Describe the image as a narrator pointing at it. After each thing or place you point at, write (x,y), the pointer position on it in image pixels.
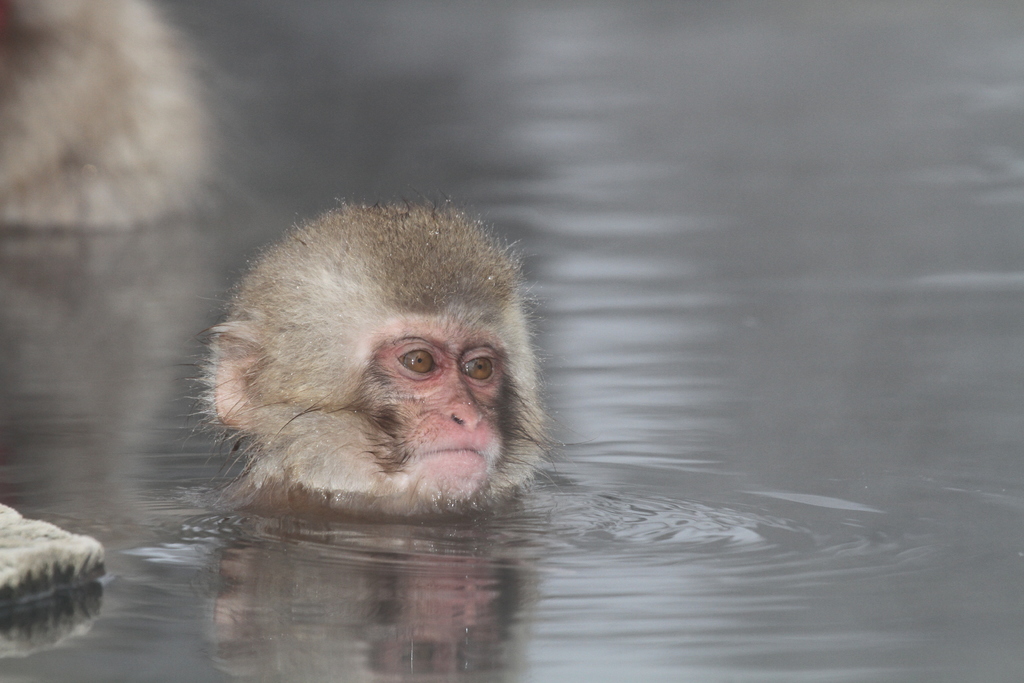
In this image I can see a monkey (435,392) in the water (605,426).
